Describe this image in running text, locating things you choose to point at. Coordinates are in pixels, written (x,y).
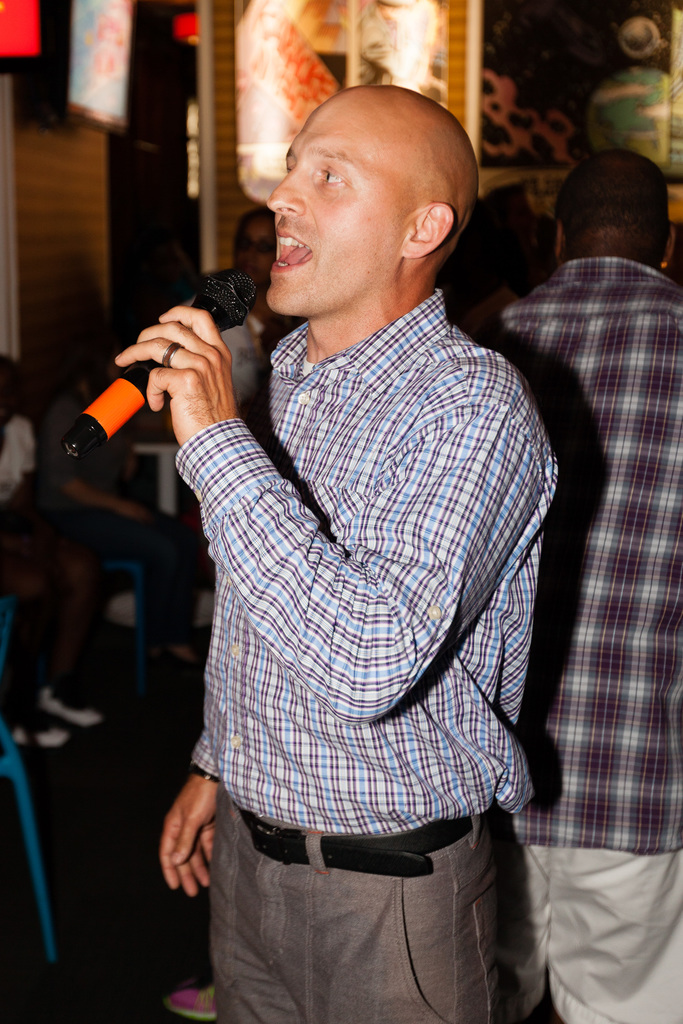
The person (312,879) wearing a black belt (326,851) is standing and singing in front of a mike (242,285) and there are also a group of people (543,315) behind him.
